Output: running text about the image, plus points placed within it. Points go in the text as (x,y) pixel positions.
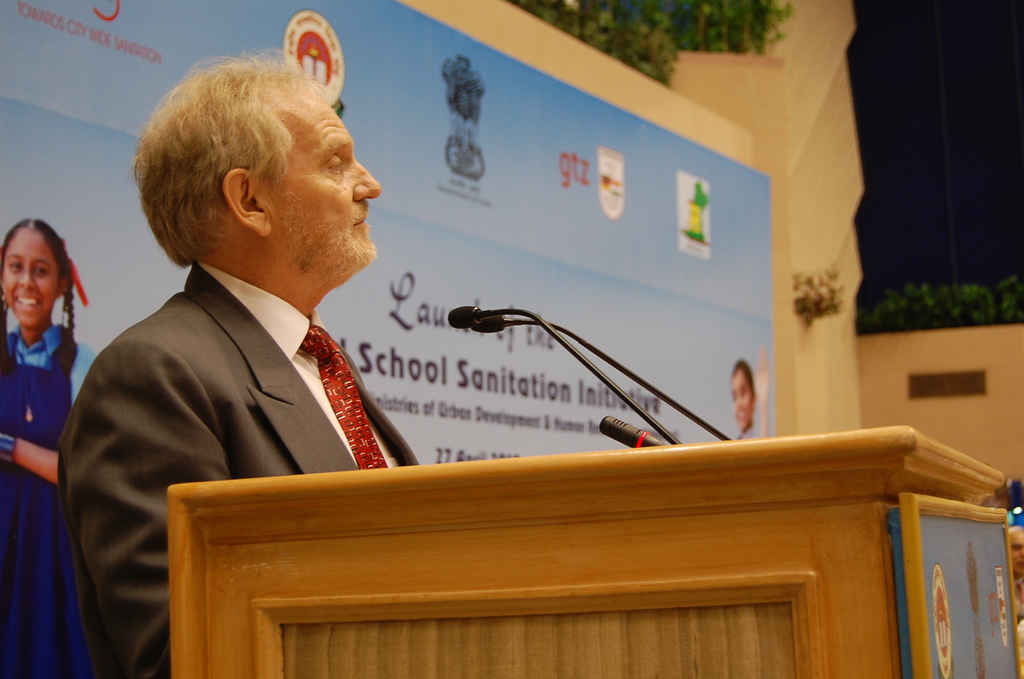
In this image we can see a man (359,422) standing at the podium (837,436) and mics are attached to it. In the background (493,176) there is an advertisement (428,261) to the wall (737,98) and plants (642,37).
